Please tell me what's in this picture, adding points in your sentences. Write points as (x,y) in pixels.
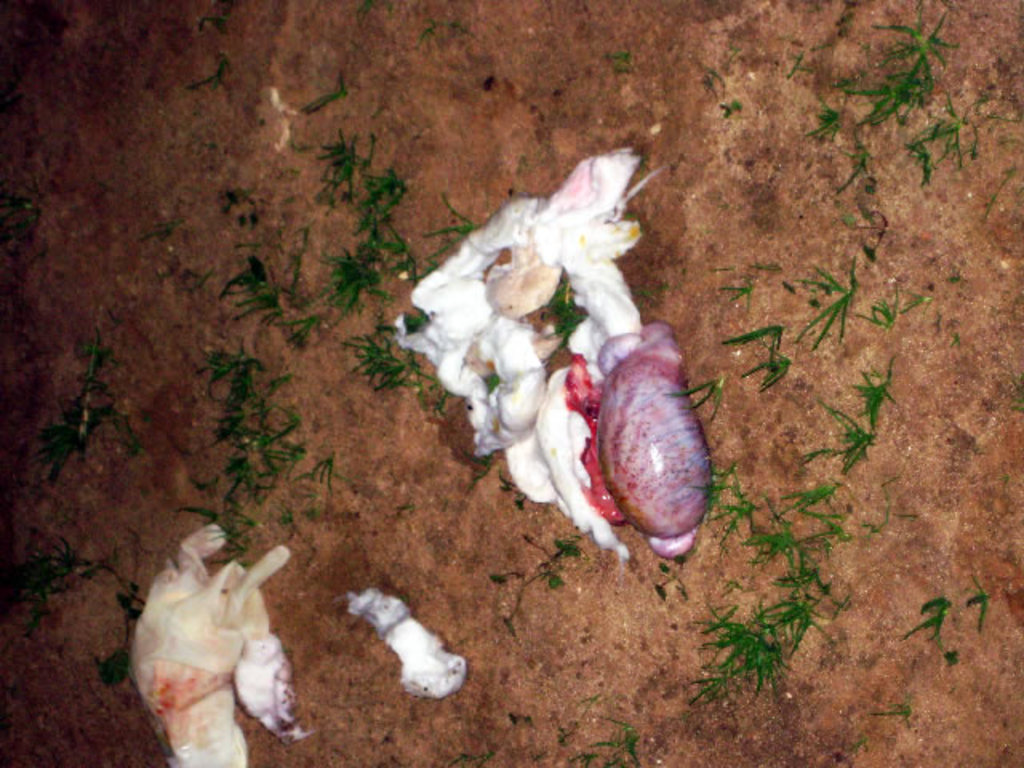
In this picture we can see cotton (589,208) and other objects (664,375) on the ground (590,679). On the right (787,546) we can see the green grass (739,670).
